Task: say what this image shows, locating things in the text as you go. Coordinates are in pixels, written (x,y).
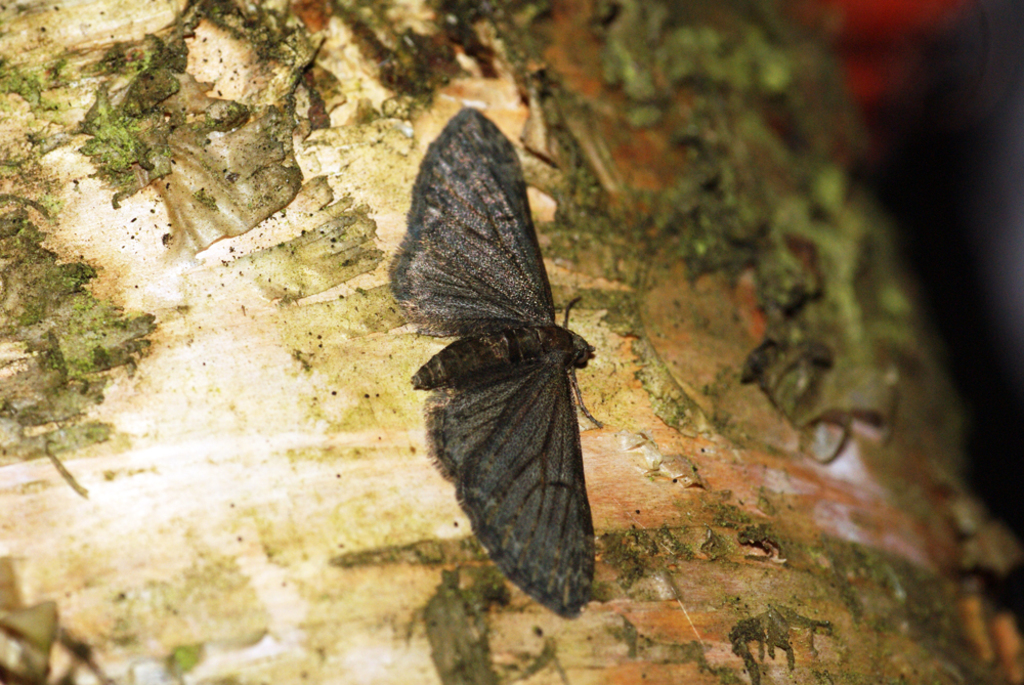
In this image we can see a black color butterfly (488,387) is laying on white and green color surface (790,540).
